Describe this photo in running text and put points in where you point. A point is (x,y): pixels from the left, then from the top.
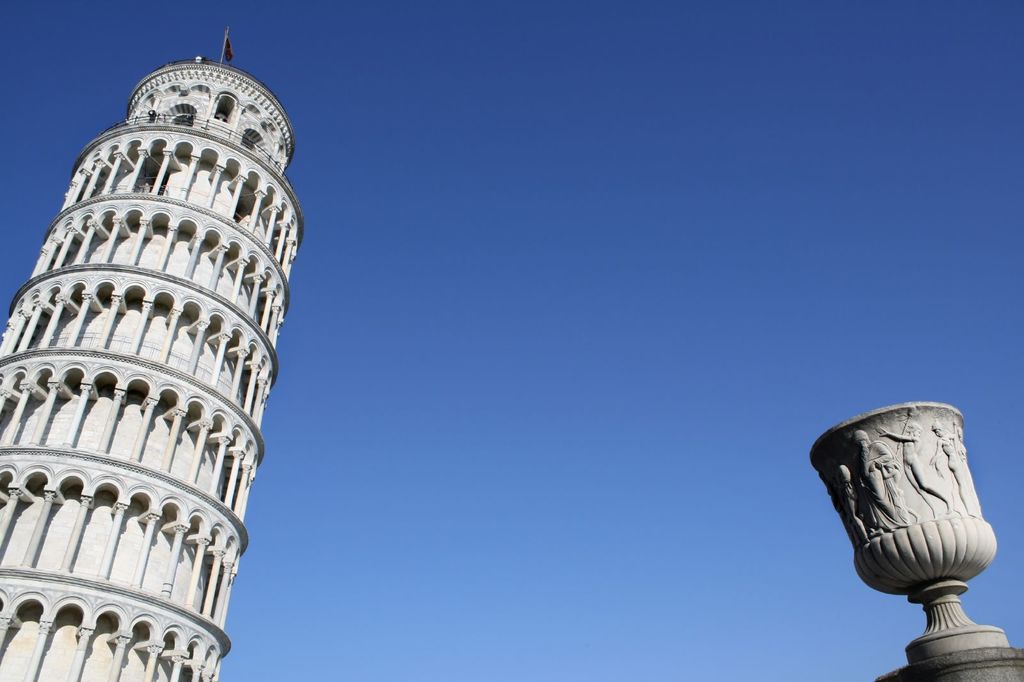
In this image there is a leaning tower of Pisa (190,286) on the left side (158,363). At the top (596,186) there is the sky (581,263). On the right side (909,544) there is a cement cup (921,479) on which there are some engravings (914,475).
